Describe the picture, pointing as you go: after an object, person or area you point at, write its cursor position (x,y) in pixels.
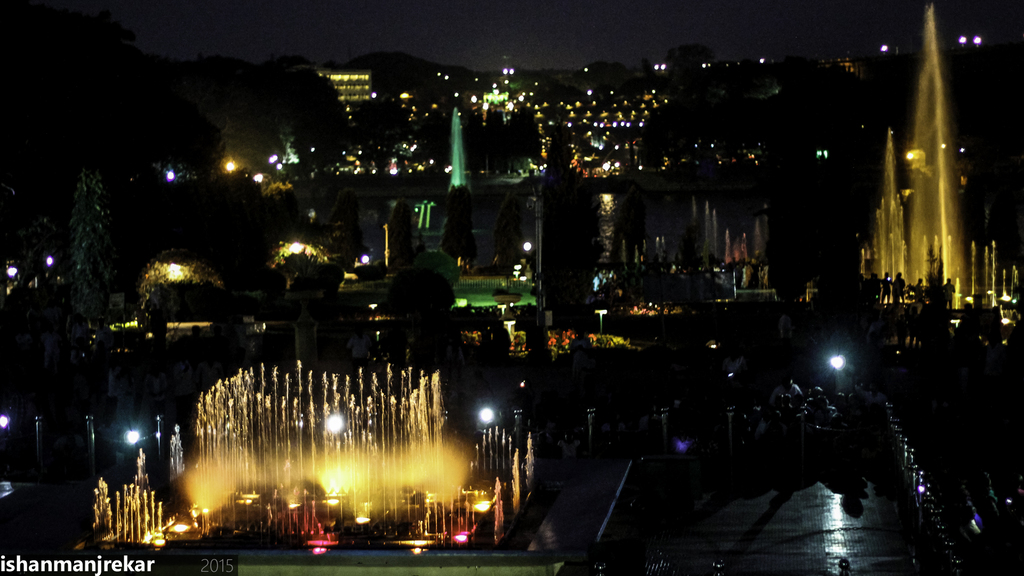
This is a night view of a city (679,514). In this image there are fountains (962,279), trees (325,267), buildings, lights (337,172) and there are a few people (850,421) sitting beside the fountain (949,268) and few (903,300) are standing in front of the fountain (905,265). In the background (514,37) there is the sky (539,51).
